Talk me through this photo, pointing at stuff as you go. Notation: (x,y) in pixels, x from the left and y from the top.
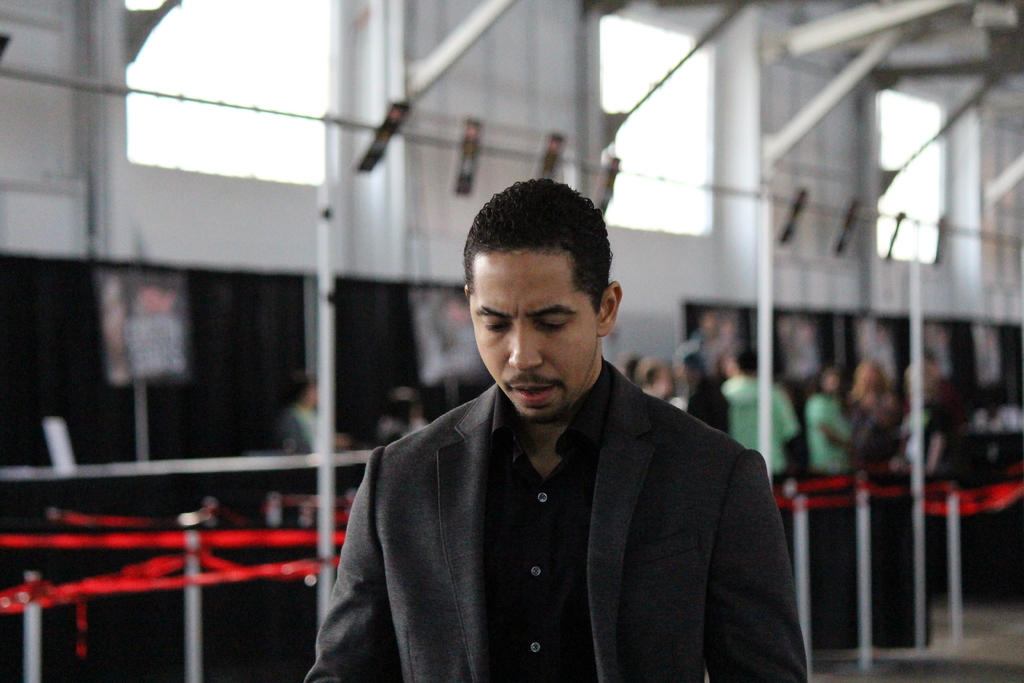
In the picture I can see people (696,439) among them the man (571,528) in the front (534,572) is wearing a coat (467,585) and a shirt (507,525). In the background (276,331) I can see poles (757,378), windows (623,191) and some other objects (452,307). The background of the image (262,324) is blurred.
